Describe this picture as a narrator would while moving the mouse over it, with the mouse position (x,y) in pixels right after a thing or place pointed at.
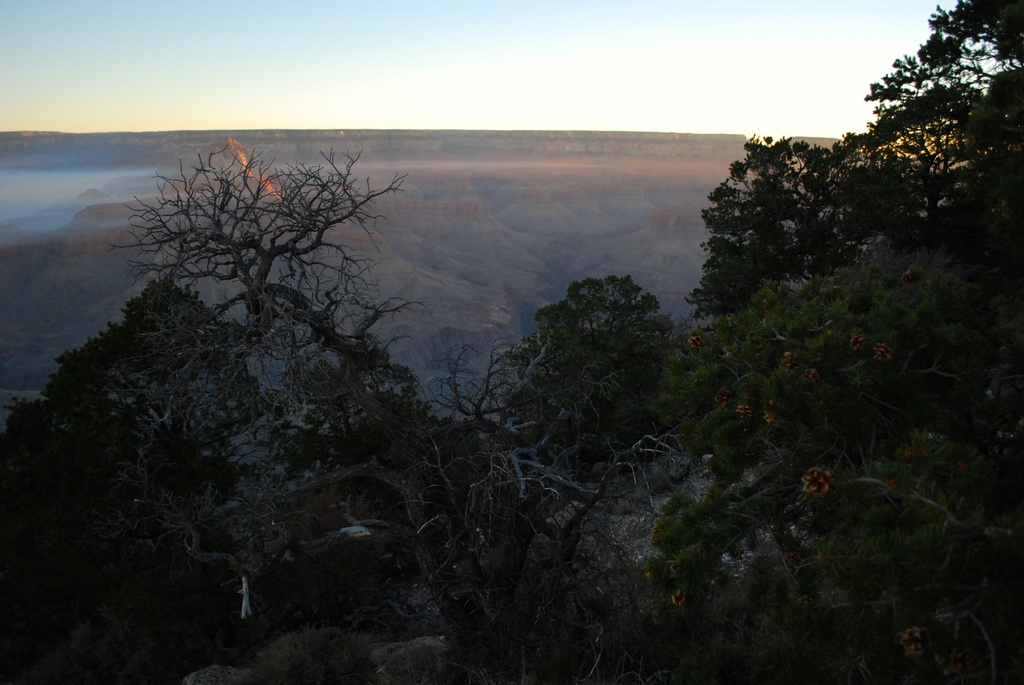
In this image, there are some trees (781,460). There is a hill (386,286) in the middle of the image (421,264). There is a sky (470,73) at the top of the image (411,90).
